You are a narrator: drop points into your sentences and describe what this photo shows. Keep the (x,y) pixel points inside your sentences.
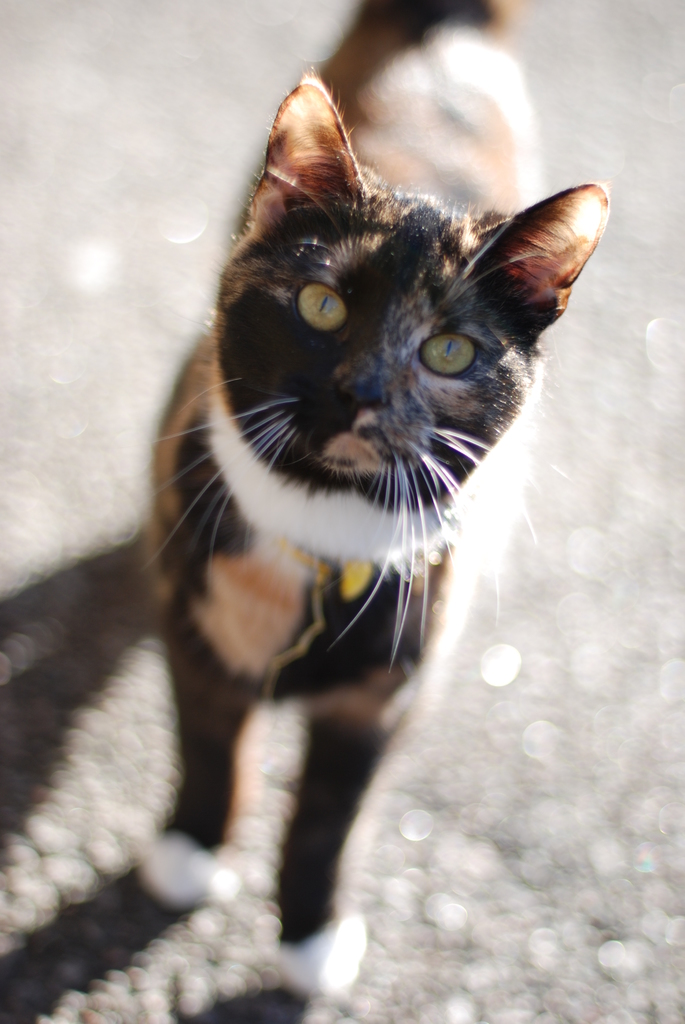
In this picture there is a cat (374,269) standing. At the bottom (433,911) it's looks like a road (457,893) and the cat (415,532) is in brown, black and in white color.
